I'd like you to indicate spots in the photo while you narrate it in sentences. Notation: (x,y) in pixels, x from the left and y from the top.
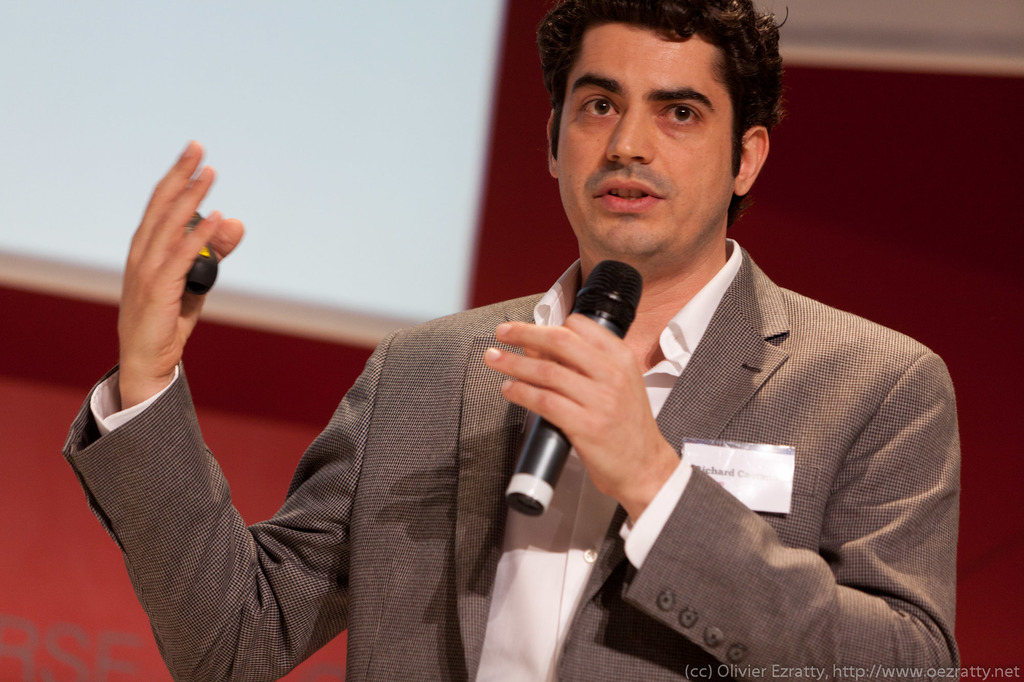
In this Image I see a man (159,520) who is holding a mic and he is wearing a suit (523,302).
